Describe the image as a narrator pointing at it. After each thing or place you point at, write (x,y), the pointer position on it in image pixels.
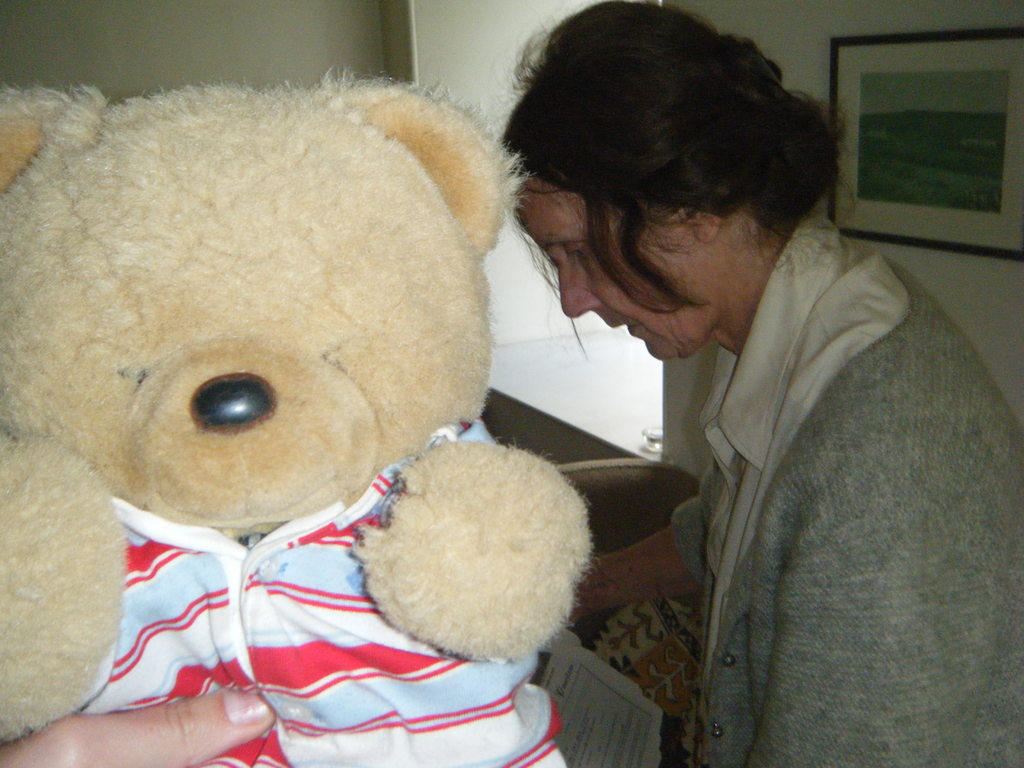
In this image I can see a woman (963,406) on the right side (814,232) and I can see she is wearing a grey colour jacket (782,521). I can also see she is holding a paper (615,693) and on it I can see something is written. On the bottom left side of the image (256,700) I can see a finger (223,700) of a person (204,698) and I can see this person (69,767) is holding a soft toy (111,574). On the top right side of the image (924,242) I can see a frame (839,44) on the wall (962,1).
